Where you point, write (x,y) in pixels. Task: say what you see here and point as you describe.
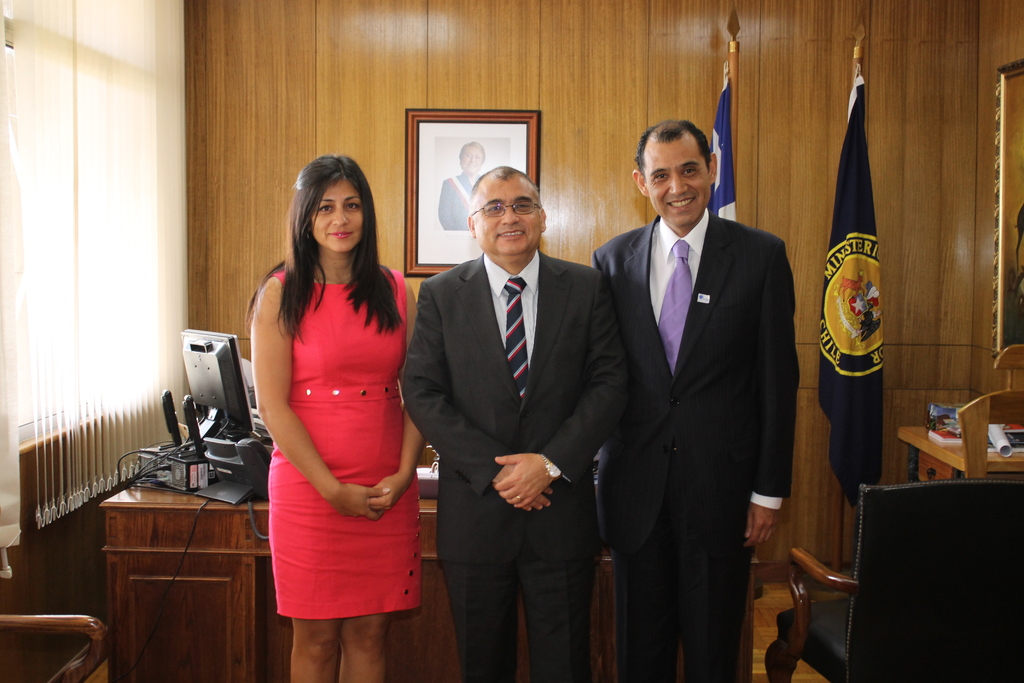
In the foreground of this image (323,469), there is a woman (365,376) and two men (667,363) standing and posing to a camera. On the left (69,624), at the bottom (43,618), there is an object (47,618) and in the middle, there is a window blind (76,235). On the right (950,418), there are few objects (951,432) on the table (946,460) and also chairs (978,412). Behind them, there are electronic devices (240,501) on the table (204,549), two flags (858,116) and a frame (482,123) on the wall (526,53). We can also see a frame (995,172) on the right (1010,193).
